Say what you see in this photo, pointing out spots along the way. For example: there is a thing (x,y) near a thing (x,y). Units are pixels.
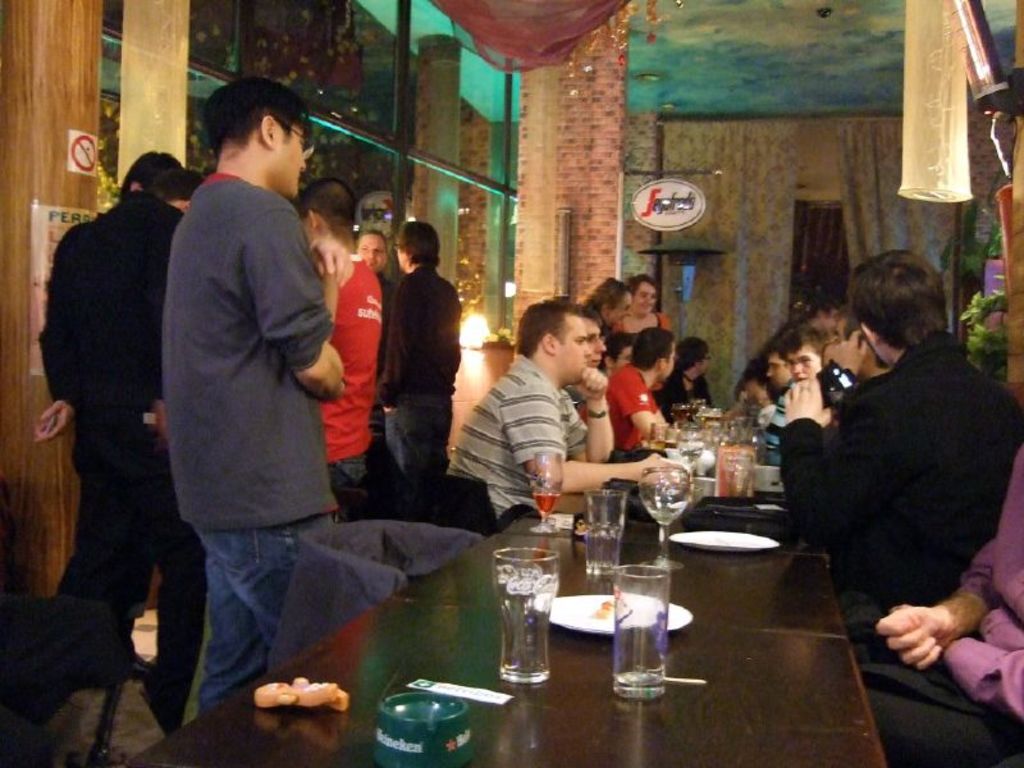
It is inside a club (499,519) many people (622,413) are sitting around the tables (680,529) and on the table (682,464) food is being served, some people (417,422) are standing to the windows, in the background (758,248) there is a curtain (744,241) and name of the club (646,210), to the left there are some windows (325,131) and beside that there is a wooden pillar (69,105).
